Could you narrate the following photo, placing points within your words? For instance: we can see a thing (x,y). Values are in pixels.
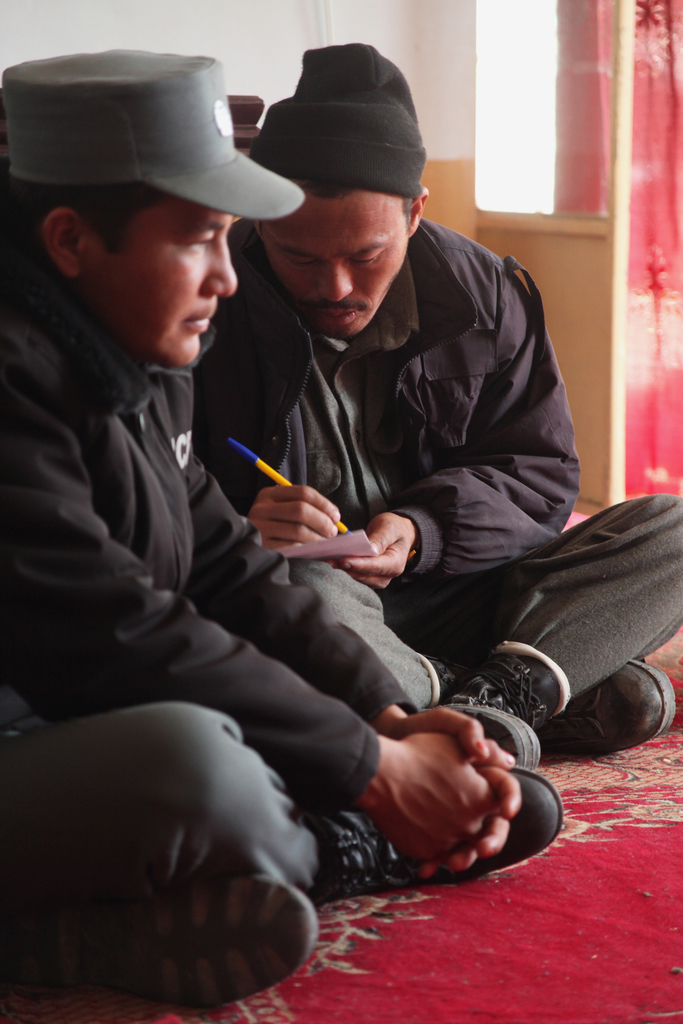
In the foreground of this image (123,676), there are two men (308,677) and a man (384,413) is holding a paper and a pen (342,523). At the bottom (494,989), there is a carpet (465,986). In the background (653,185), there is a curtain (585,147) and a wall (319,27).
